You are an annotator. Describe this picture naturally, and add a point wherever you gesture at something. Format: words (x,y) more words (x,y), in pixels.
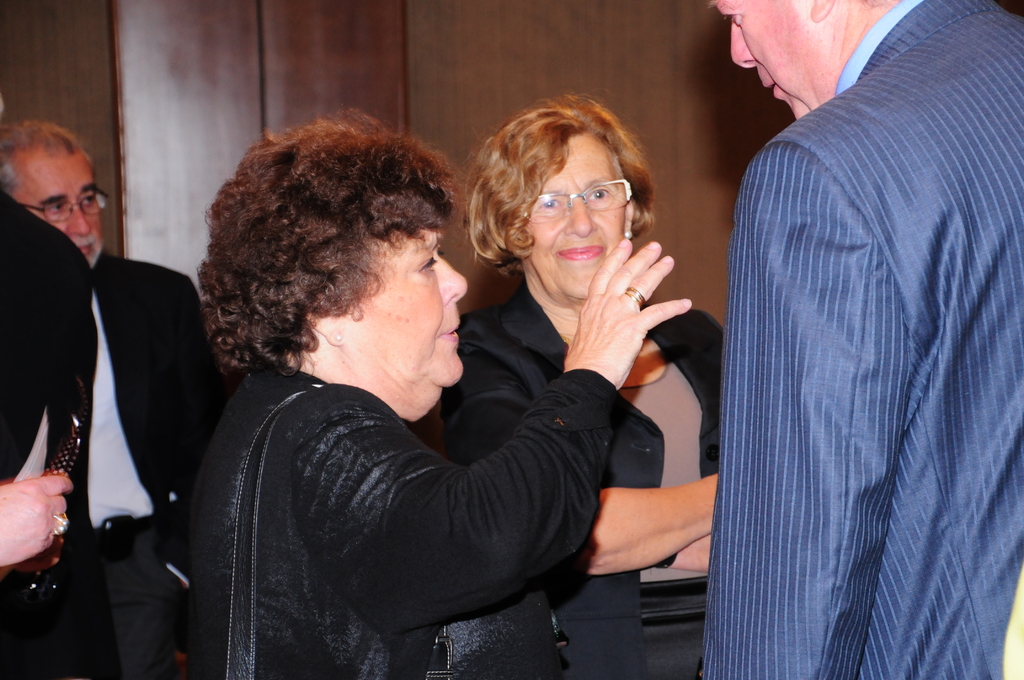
In this picture I can observe some people (602,295) standing on the floor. Two of them are women (395,292). On the right side (805,414) there is a man (800,326) standing, wearing blue color coat (847,344). In the background (466,140) there is a wall (376,31).
